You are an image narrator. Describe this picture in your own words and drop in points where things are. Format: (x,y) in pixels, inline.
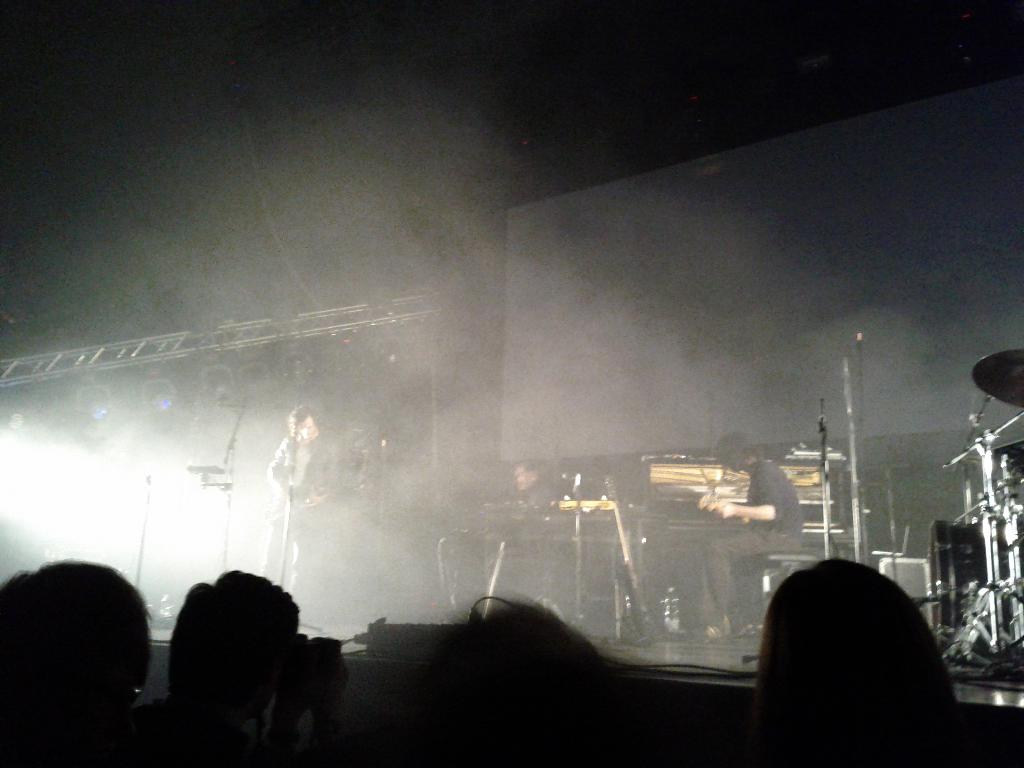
In this image we can see a few people (485,631), among them some are playing musical instruments (556,512), there are some other musical instruments (689,480) and objects (851,347) on the stage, in the background (880,204) we can see a screen (540,319).
